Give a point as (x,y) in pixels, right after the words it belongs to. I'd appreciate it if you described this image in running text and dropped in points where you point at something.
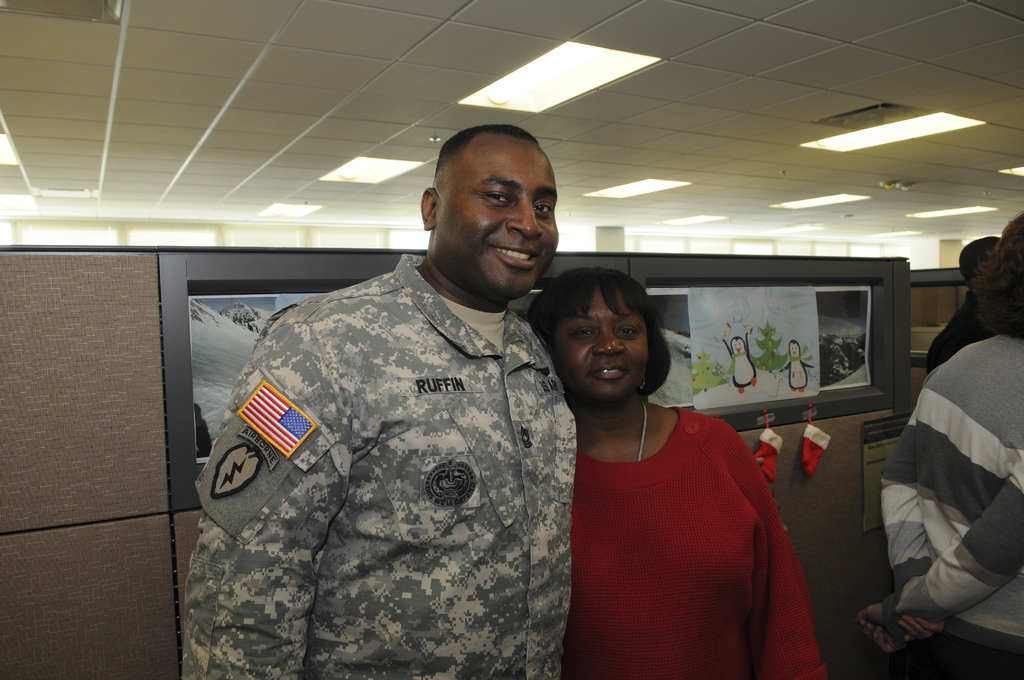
In this image we can see a man (420,657) and a woman (690,626). Here we can see wall (902,320), posters (849,330), ceiling (743,177), lights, and few objects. On the right side of the image (966,383) we can see people (1012,511) who are truncated.
